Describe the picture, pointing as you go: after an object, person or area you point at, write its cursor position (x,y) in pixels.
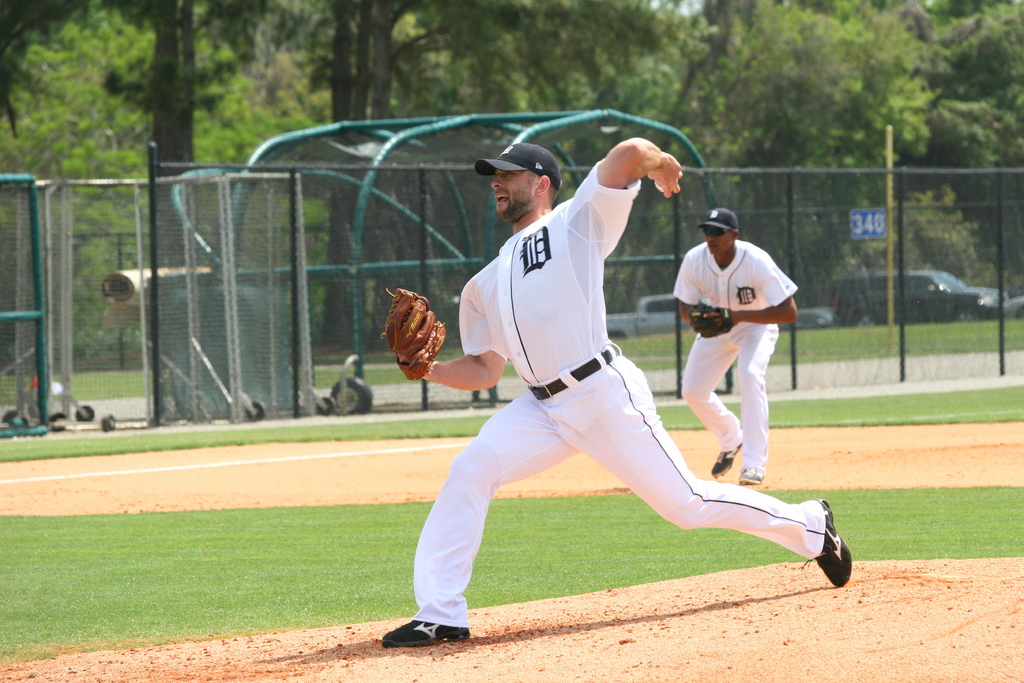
In this image we can see two men (734,353) are playing on the ground (233,673). They are wearing white color dress (538,355) and gloves (417,322). We can see fencing (225,266), cars (870,292) and trees (645,109) in the background (154,137).
